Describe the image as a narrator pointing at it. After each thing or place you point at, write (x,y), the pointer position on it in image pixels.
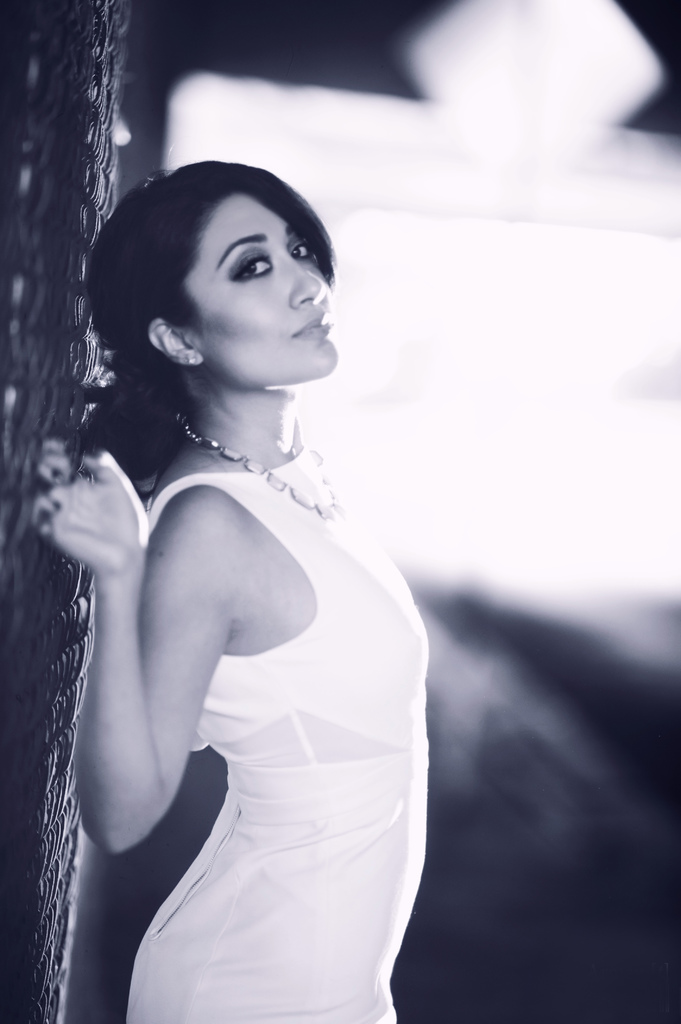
It is the black and white image in which there is a girl (256,587) standing in the middle (260,546) by holding the grill (52,410) which is behind her. In the background (632,354) it looks blurry.
